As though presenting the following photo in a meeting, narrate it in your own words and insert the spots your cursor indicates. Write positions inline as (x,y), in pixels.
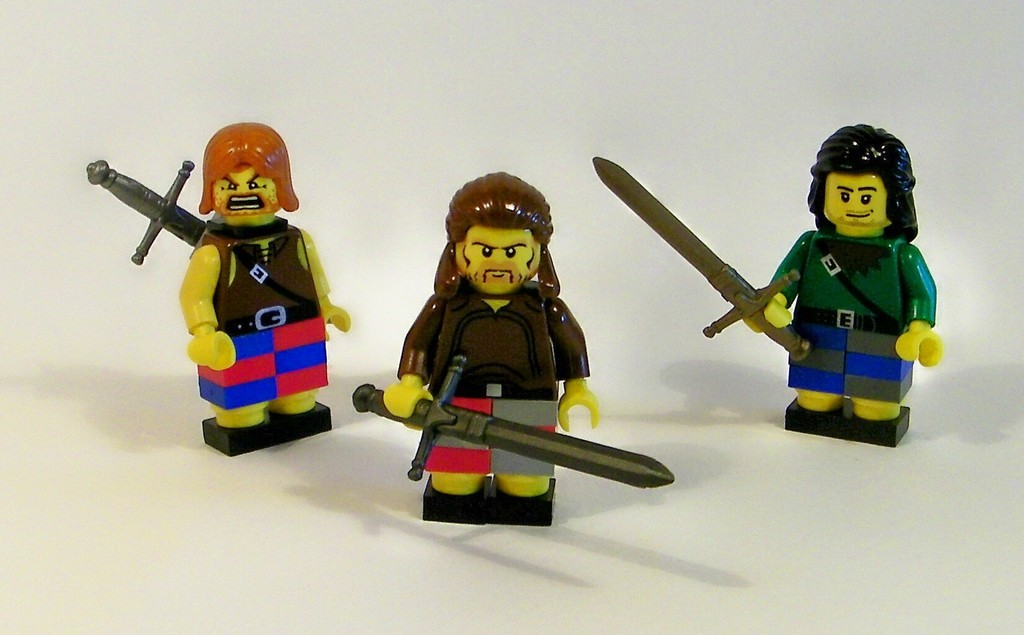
On this white surface (364,368) we can see three toys (307,359). Background (481,22) it is in white color.
